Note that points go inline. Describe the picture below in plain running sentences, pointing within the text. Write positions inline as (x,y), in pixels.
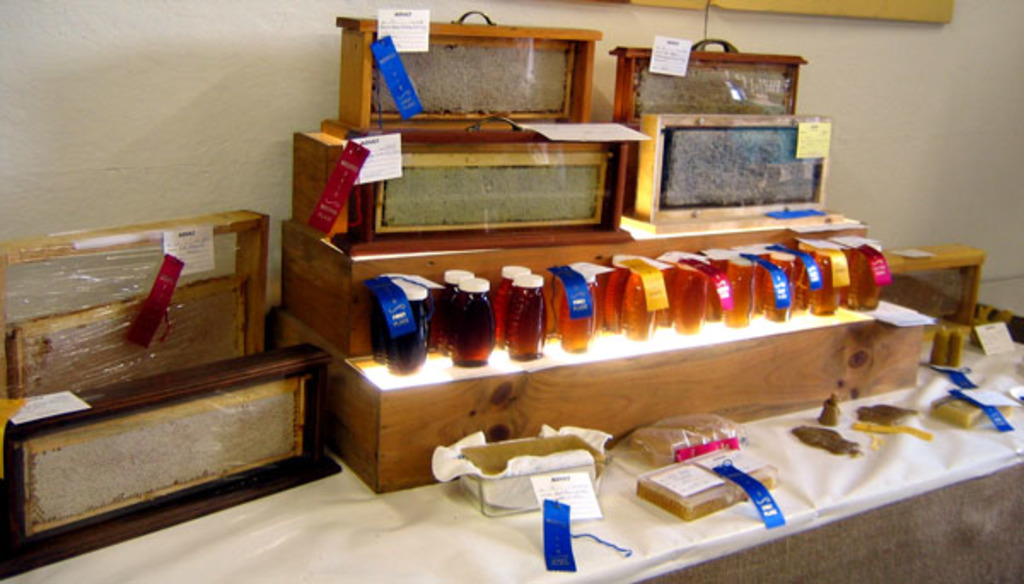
This looks like a table (832,528), which is covered with a cloth (399,549). I can see the wooden boxes (623,189) and bottles (397,350) with the tags (390,325) attached to it are placed on the table (406,554). This is the wall (266,74).
